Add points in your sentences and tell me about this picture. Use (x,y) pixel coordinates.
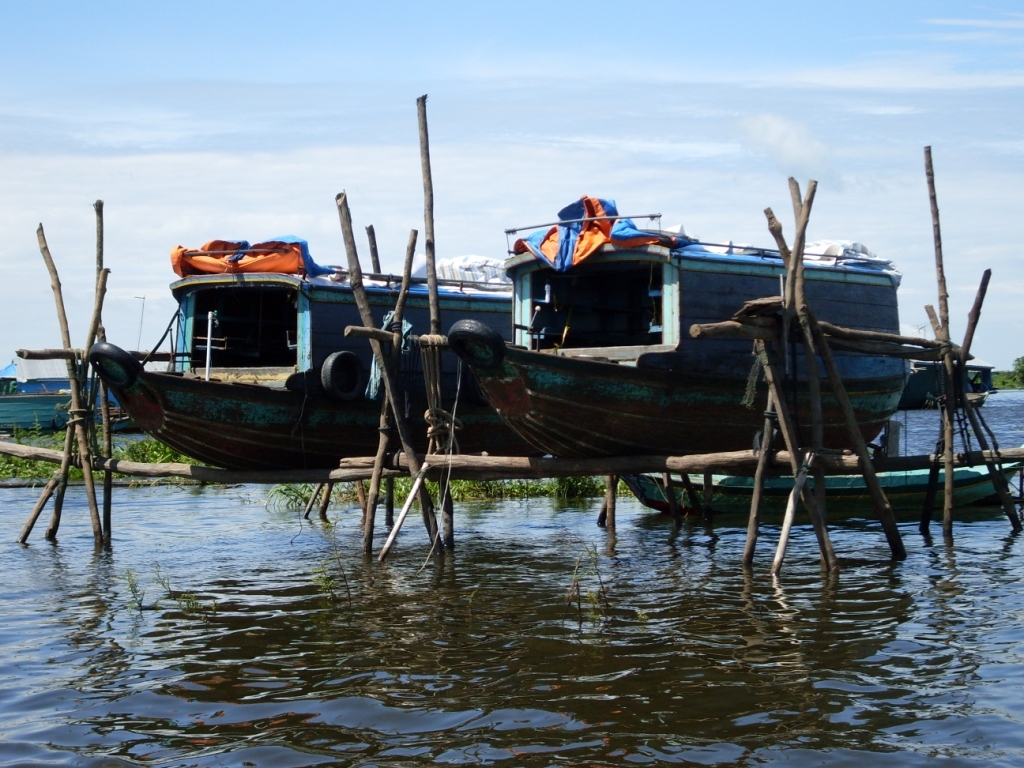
In this picture we can see a boat (926,477) on water (534,531) and two boats (621,320) on sticks (383,437), trees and in the background (792,112) we can see the sky (511,118) with clouds (363,155).
